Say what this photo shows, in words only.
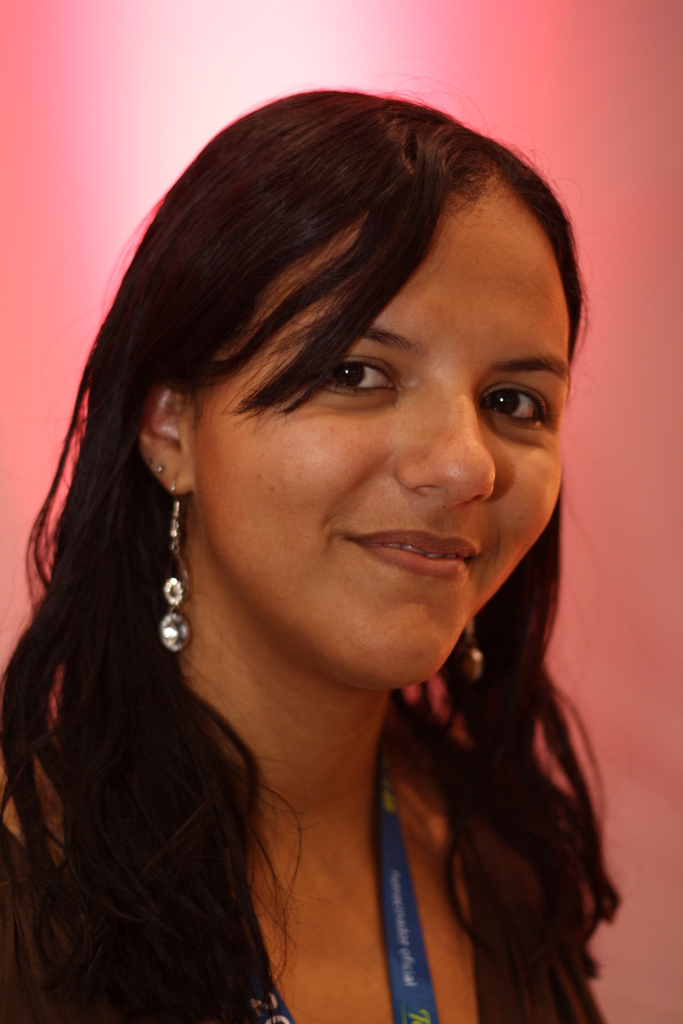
In the picture we can see woman's face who is smiling.
